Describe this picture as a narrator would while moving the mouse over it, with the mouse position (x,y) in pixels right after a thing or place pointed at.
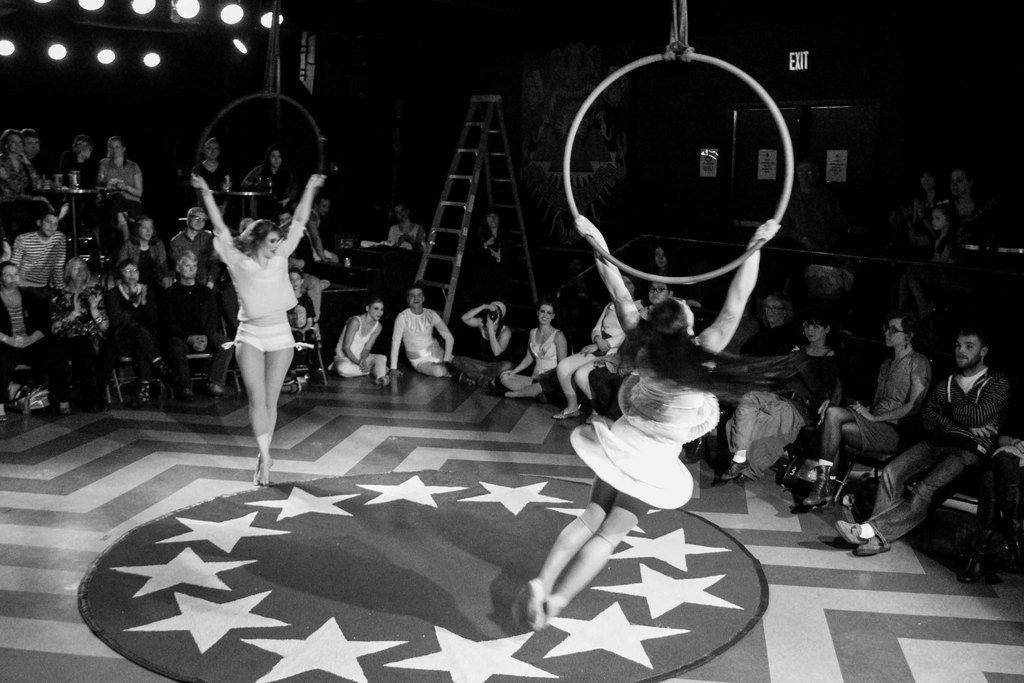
In this image I can see two persons (586,522) holding ring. Background (1,317) I can see group of people (7,253) sitting, a ladder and the image is in black and white.
